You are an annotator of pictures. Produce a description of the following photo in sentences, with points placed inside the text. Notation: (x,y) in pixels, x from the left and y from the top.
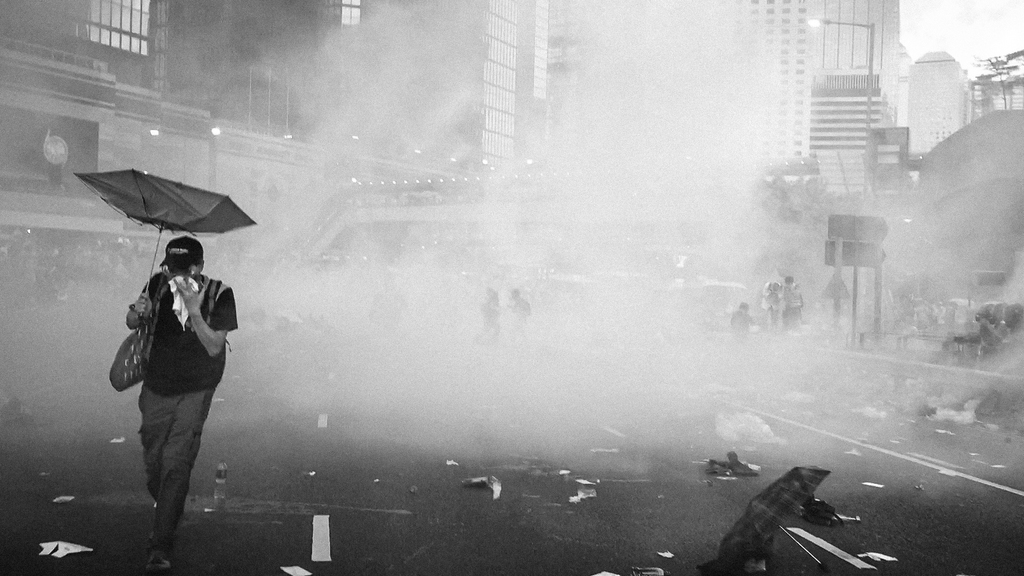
In this image I can see many people (143,399) on the road (611,529). I can see one person (146,380) holding an umbrella (151,223) and wearing the cap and the bag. To the right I can see the poles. In the background (513,153) I can see many buildings (792,94) and the sky (911,47). I can also see the smoke (691,323) in the image.
